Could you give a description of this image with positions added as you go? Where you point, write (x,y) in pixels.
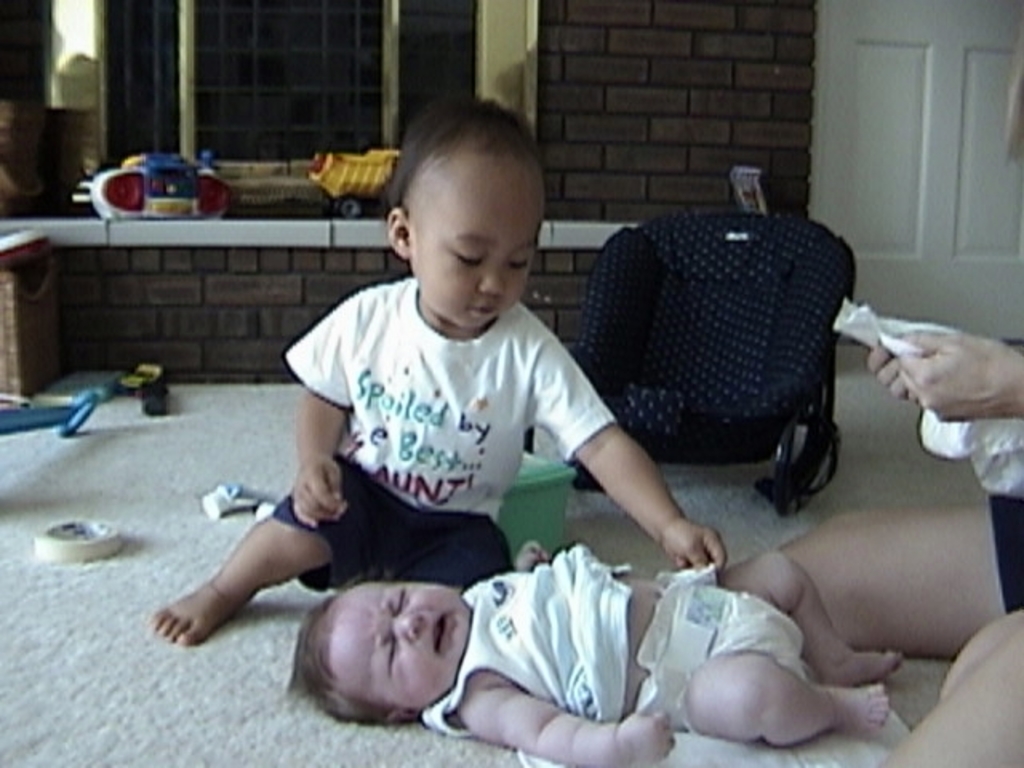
In this image on the ground (211,667) there is a carpet (50,597). A baby (341,674) is lying on the ground (51,568). The baby (752,686) is crying. Another baby (389,506) is sitting beside the baby (427,588) wearing white t-shirt (458,428). He is holding the diaper (707,569) of the baby (707,587). In the right (1014,544) we can see another person (1002,378) holding a diaper (935,443). On the floor (869,412) there are basket (528,488), tape (93,546), pouch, chair (639,331). In the background (231,39) there is window (384,48), door (854,98). Here there are few toys (176,174).
